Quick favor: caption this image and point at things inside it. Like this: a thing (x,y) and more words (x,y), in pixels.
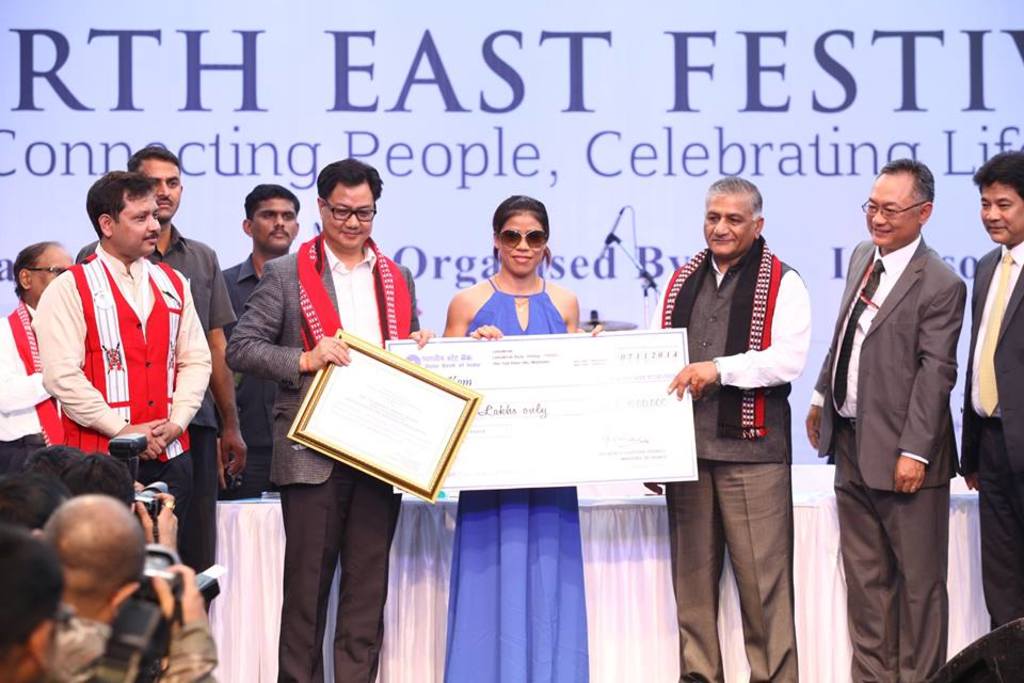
This image is clicked on a stage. There are so many people (735,496) in this image. Two (337,216) are holding a cheque (486,402) and photo frame (381,360). In the middle (517,254) there is a woman (479,614) standing. She is wearing goggles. There is a table (237,633) behind them.
